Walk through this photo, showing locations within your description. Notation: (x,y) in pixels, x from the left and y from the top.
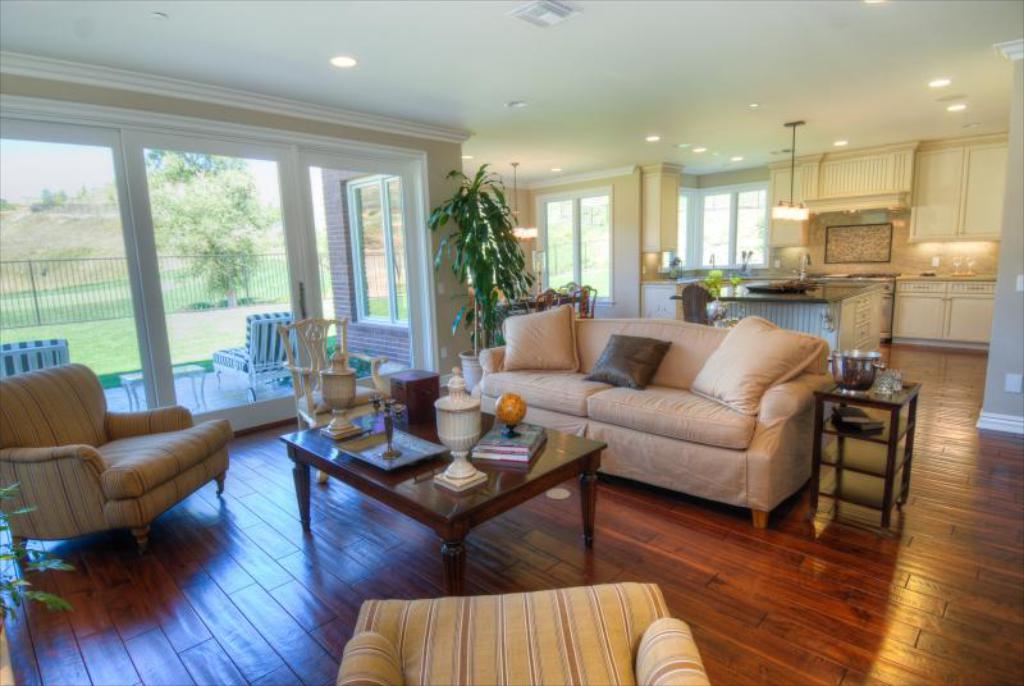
In this image, we can see a wooden floor (795,557). In the bottom of the image (398,655), there is a chair (525,624). And here also another chair (81,456) is placed. In the middle of the image (587,450), we can see a table (395,501). wooden table (371,483). Two books (502,453) are placed on it. few items (449,445) also placed. We can found a box (415,395) here. There is a couch (642,438) was placed on the floor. And there are 3 cushions (625,364) on it. Side of the couch (771,449), we can found a stand (880,432). On top of the stand (884,402), we can found bowl (851,370) and glasses (888,383). The center of the image (512,290), we can see a plant (479,297). Background of the image (569,298), we can found a dining table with chairs (581,295). And here with a platform (932,277). It is a kitchen platform (963,275). And we can see a white color roof (567,62) with lights (344,58). The left side of the image (188,214), we can see a plant (212,237) and fencing (183,265) here. We can found grass (111,353) and table (120,379) here. And there are 2 chairs (45,352) are placed. Here we can see a brick wall (341,258) and window (366,255).
